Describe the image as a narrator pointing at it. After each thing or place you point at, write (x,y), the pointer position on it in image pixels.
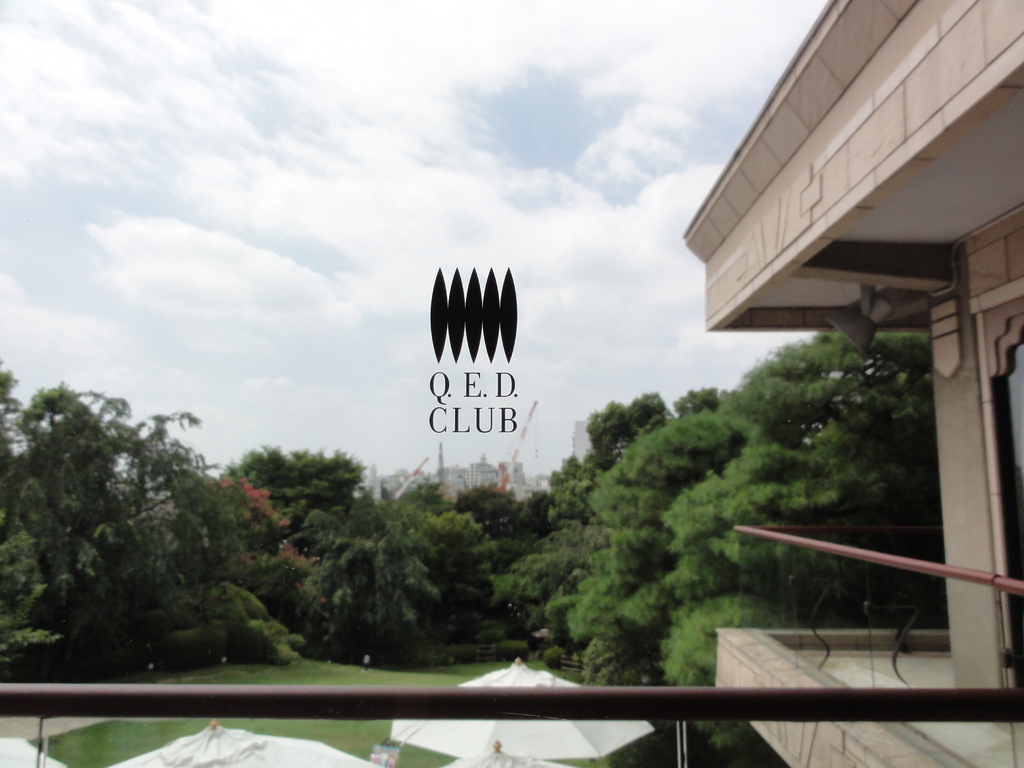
On the right side (980,490), I can see a building (980,413). In the background (558,571) there are many trees (496,574) and buildings (469,474). At the bottom of the image (390,673) I can see the ground (331,727) and few umbrellas (566,734). At the top of the image (359,136) I can see the sky (396,114) and clouds (444,121). In the center of this image (451,399) I can see some edited text (456,420).
